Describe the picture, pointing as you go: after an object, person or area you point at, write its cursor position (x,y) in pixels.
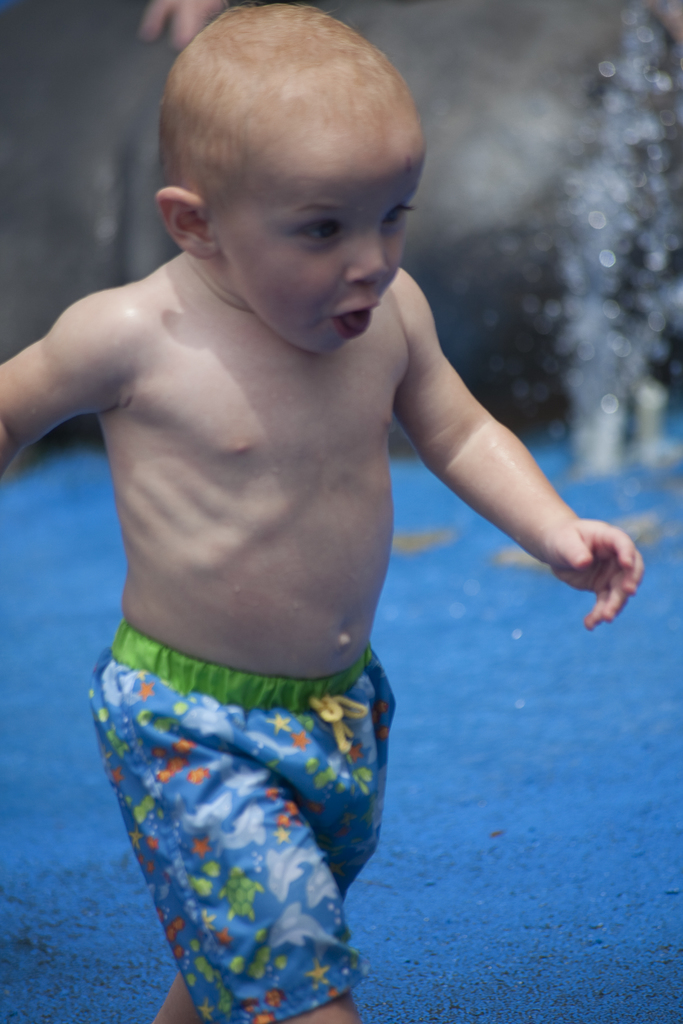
There is a boy (126,390) walking. In the background (613,403) it is blurry and we can see water (631,352).
